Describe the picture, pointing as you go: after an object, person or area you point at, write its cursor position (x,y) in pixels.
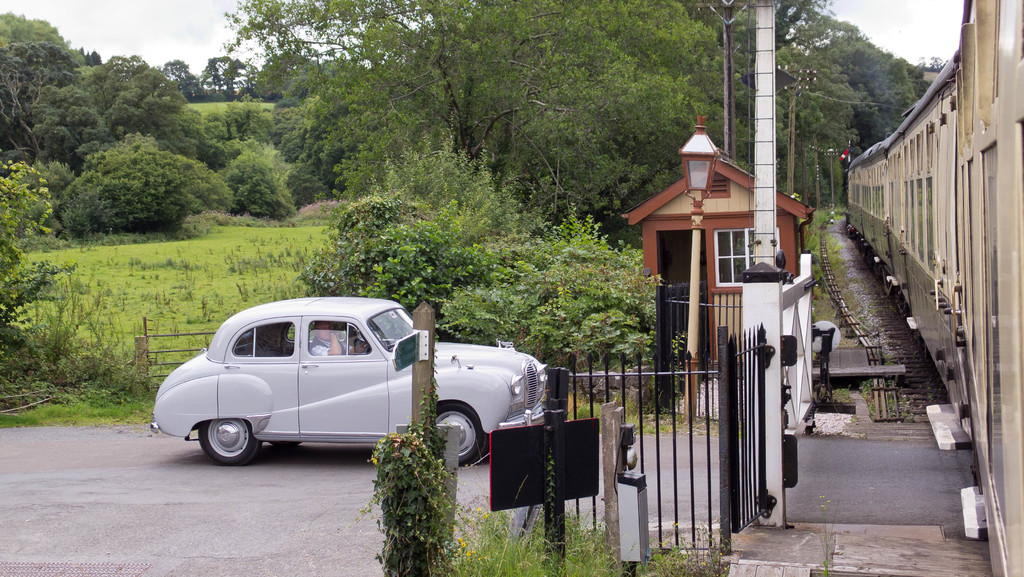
In the center of the image (357,327) we can see a person (314,349) sitting inside a car (317,361) placed on the ground (282,477). To the right side of the image (754,267) we can see sign boards (505,478), a fence (721,422), poles (765,274), lamp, a building (725,185) with window (751,255), a train (908,298) on the track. In the background (716,63), we can see a group of trees (205,204) and the sky (189,40).
